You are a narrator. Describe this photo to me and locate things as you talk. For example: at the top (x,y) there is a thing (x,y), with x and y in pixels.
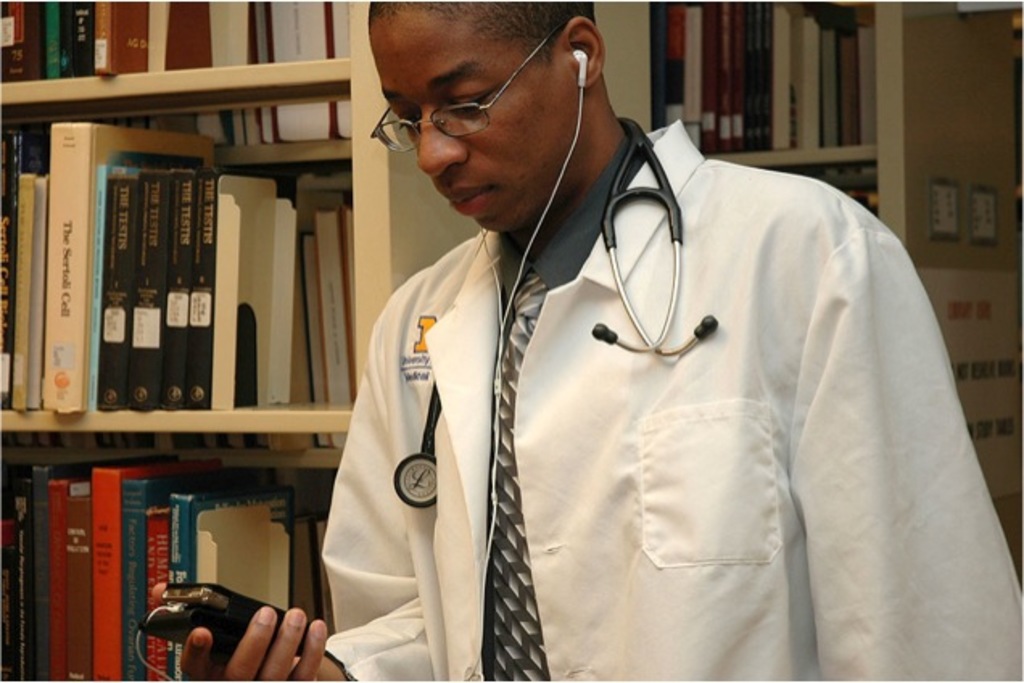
In the image we can see there is a person (540,281) standing and he is wearing doctor coat (689,438), stethoscope (640,133) and he kept earphones (514,292) in his ears (587,41). Behind there are lot of books (192,216) kept in the racks (899,144).
